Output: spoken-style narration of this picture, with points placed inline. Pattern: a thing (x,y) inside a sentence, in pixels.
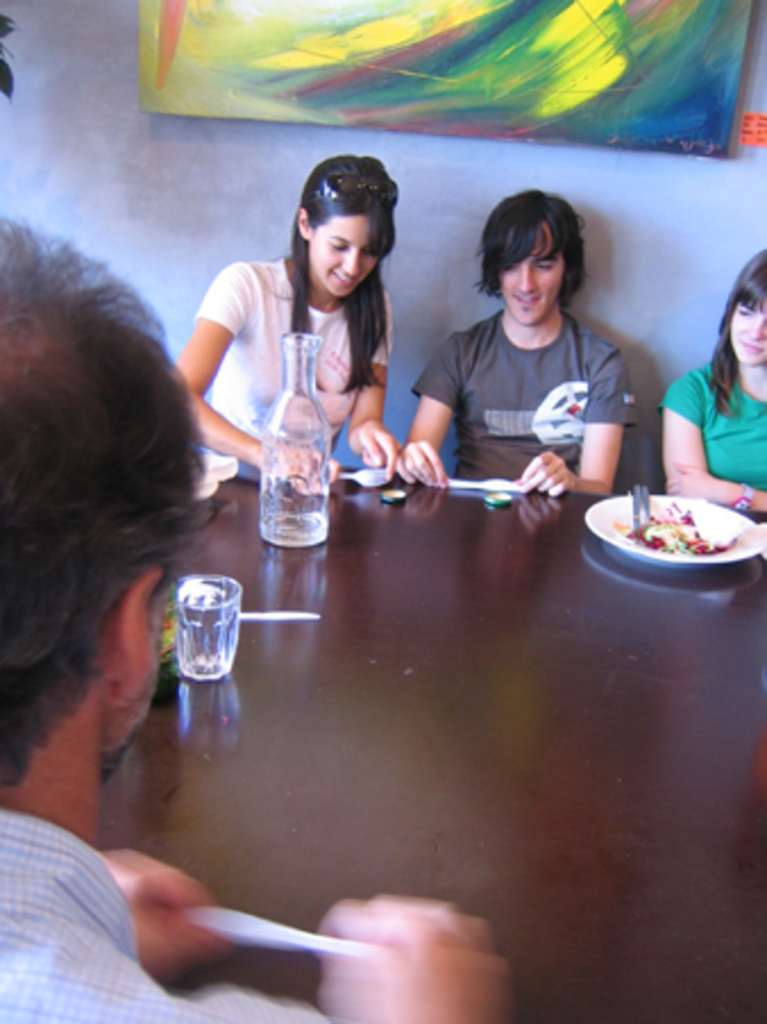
In the image we can see few persons (354,401) were sitting around the table (426,516). On table (426,638) there is a glass (209,632), bottle (312,486), spoon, plate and food item (676,544). In the background (646,219) there is a wall (125,203) and painting (400,66).
